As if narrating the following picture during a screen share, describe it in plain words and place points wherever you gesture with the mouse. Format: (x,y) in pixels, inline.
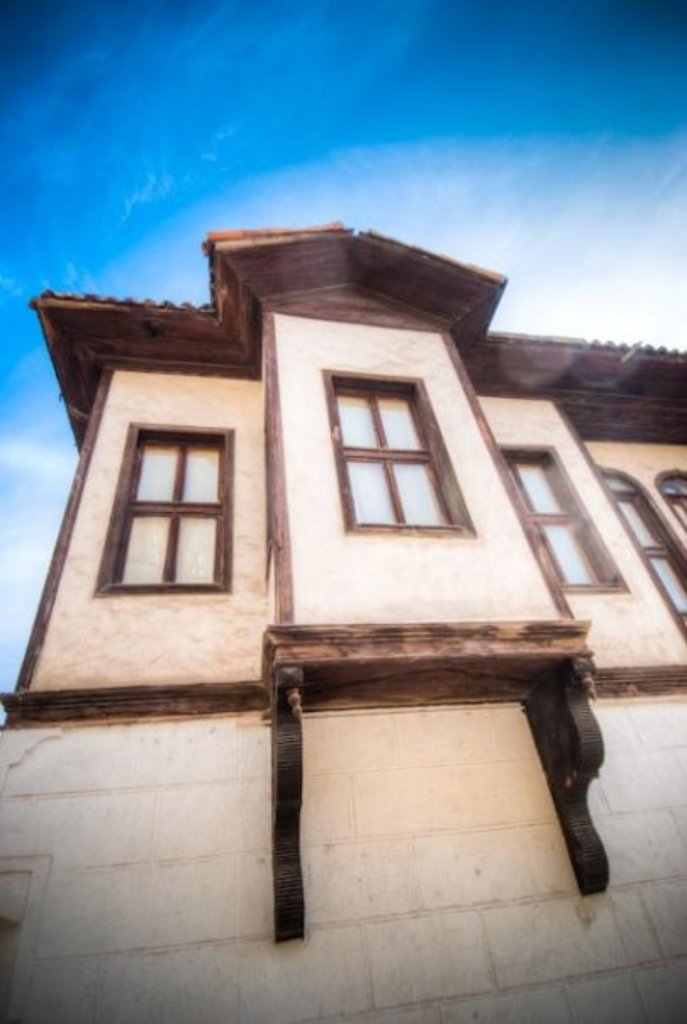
In this image, It looks like a building (429,598) with the windows (345,459) and roof (374,313). At the top of the image (294,98), I can see the sky (470,194).
